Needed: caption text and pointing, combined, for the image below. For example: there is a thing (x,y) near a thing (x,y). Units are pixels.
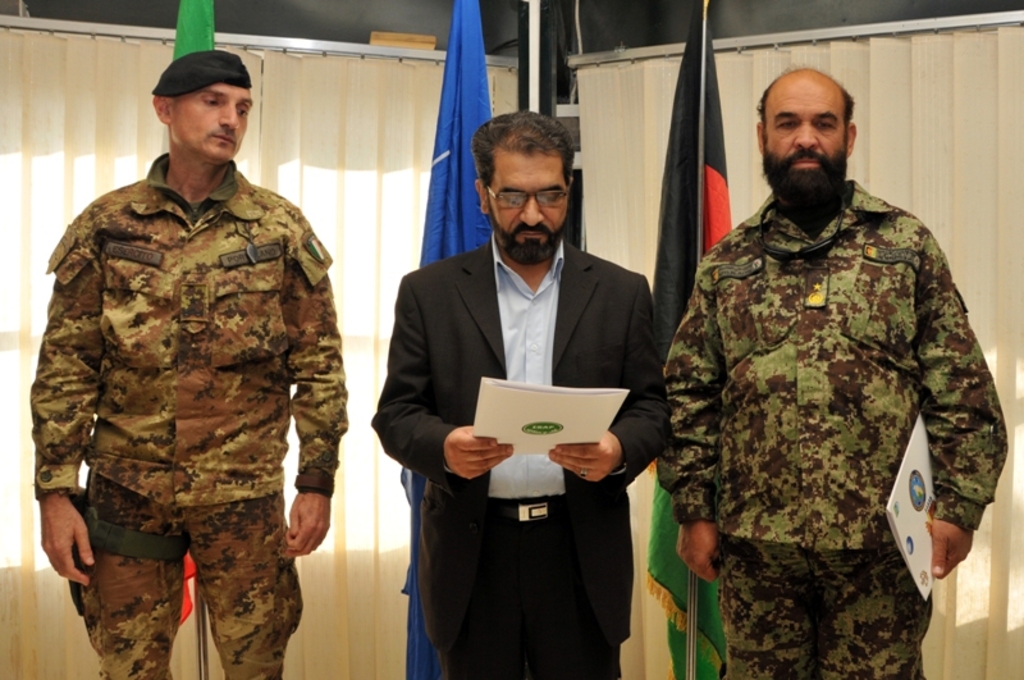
In this image we can see three people (490,515), one of them is holding a book (518,428), there are flags (474,114) behind them, also we can see the wall (806,9), and curtains (655,108).
